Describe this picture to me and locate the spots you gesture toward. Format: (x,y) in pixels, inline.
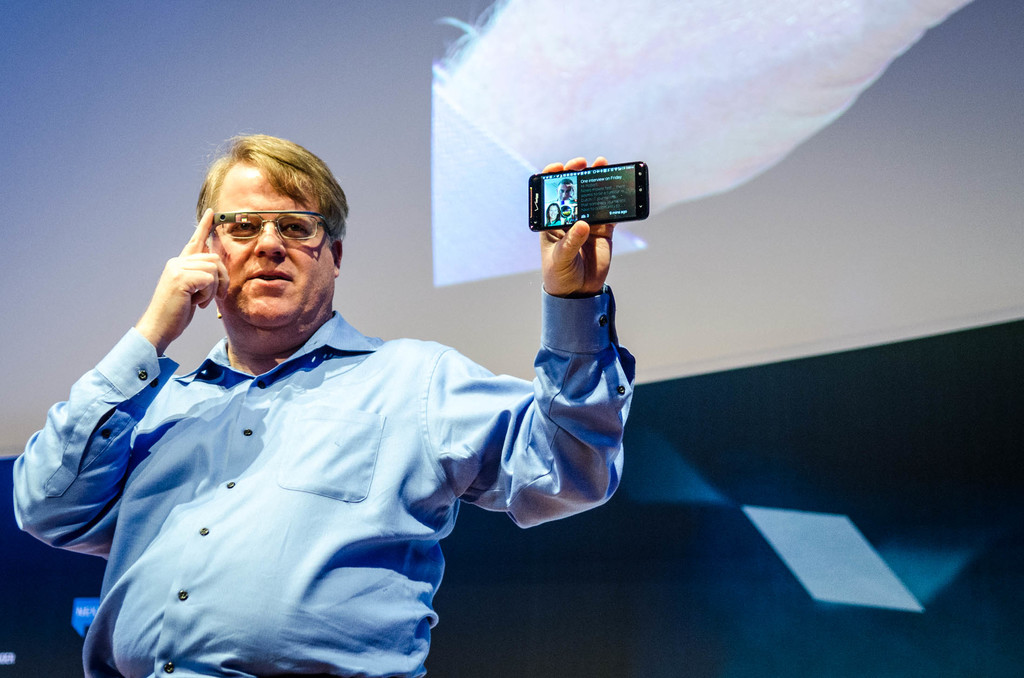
A man (282,254) is standing on a stage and showing a mobile phone (598,213) in his hand (604,235).
